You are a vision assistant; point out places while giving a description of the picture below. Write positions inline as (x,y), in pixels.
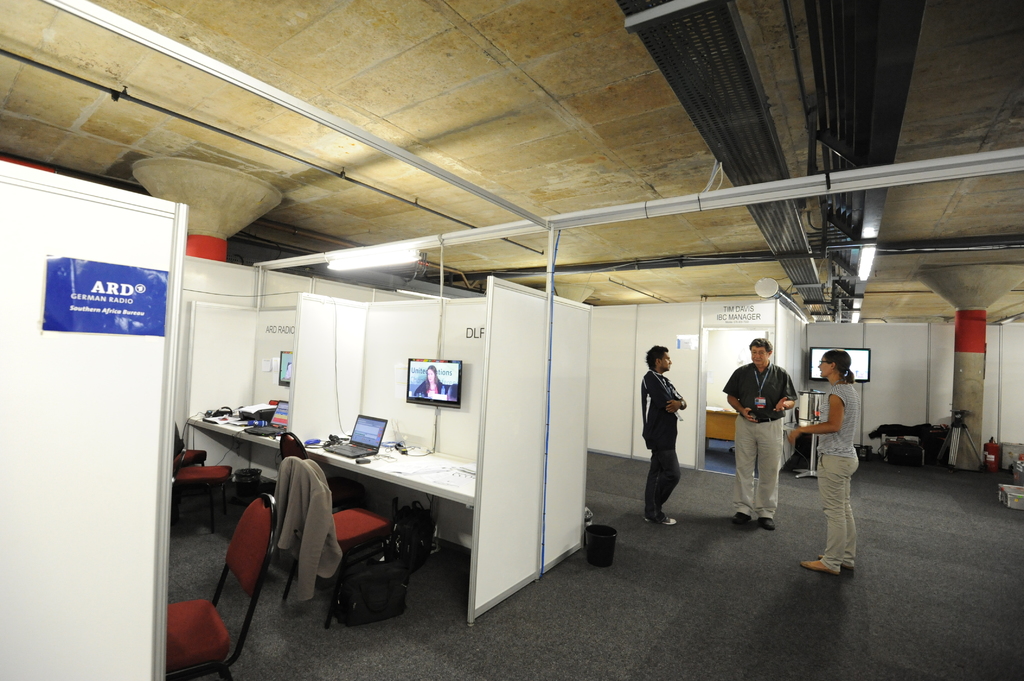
Three people (771,501) are standing and discussing on the left side (155,251) there is a white color card board (470,428) and television (420,395) chair (363,514) bag (383,596).
